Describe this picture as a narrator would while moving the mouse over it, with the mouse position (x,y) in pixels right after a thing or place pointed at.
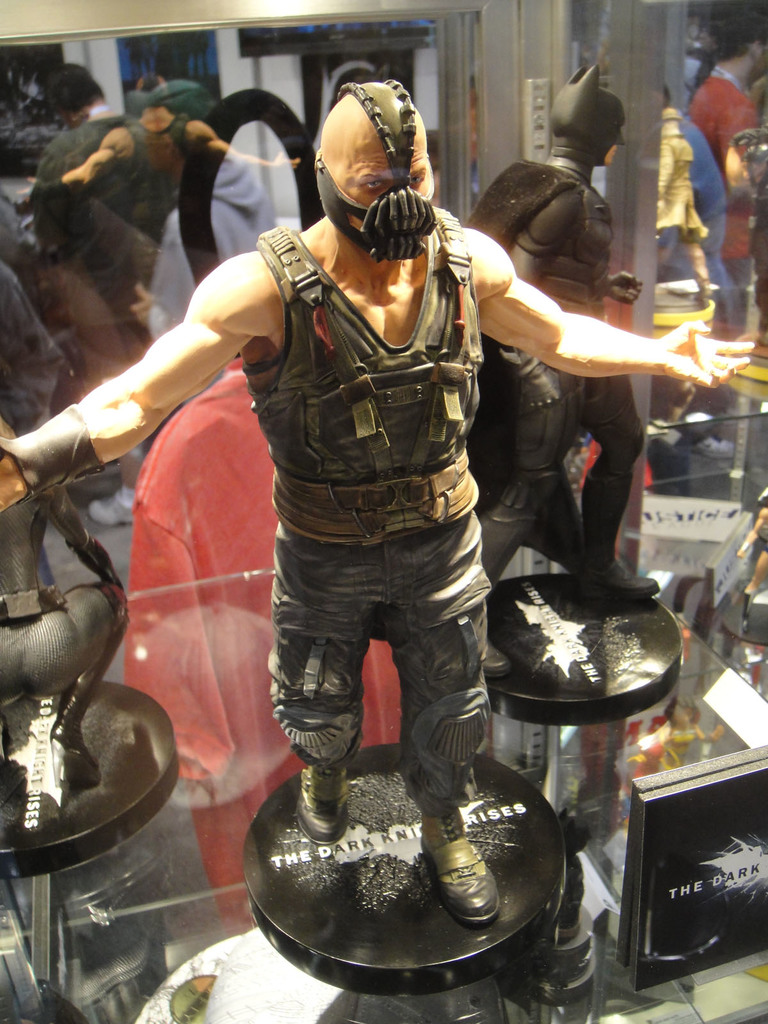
In the picture there are different toys (305,326) kept inside a glass box (201,2) and behind the glass (16,87) there are some people (722,183) visible through the glass (302,112).
